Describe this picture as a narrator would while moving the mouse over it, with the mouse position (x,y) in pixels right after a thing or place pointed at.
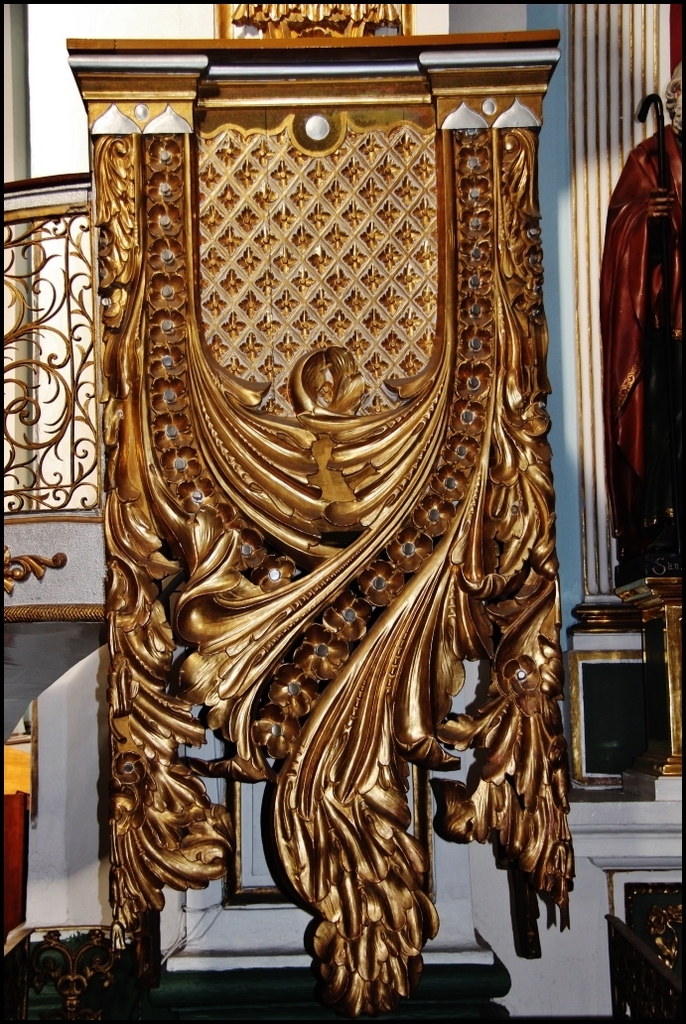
In this image it looks like a building (450,29). And there is a wall (263,369) with a design (347,333). And there is a light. At the side, it looks like a statue (644,157) and holding a stick (664,368). And there is a fence (67,365).
